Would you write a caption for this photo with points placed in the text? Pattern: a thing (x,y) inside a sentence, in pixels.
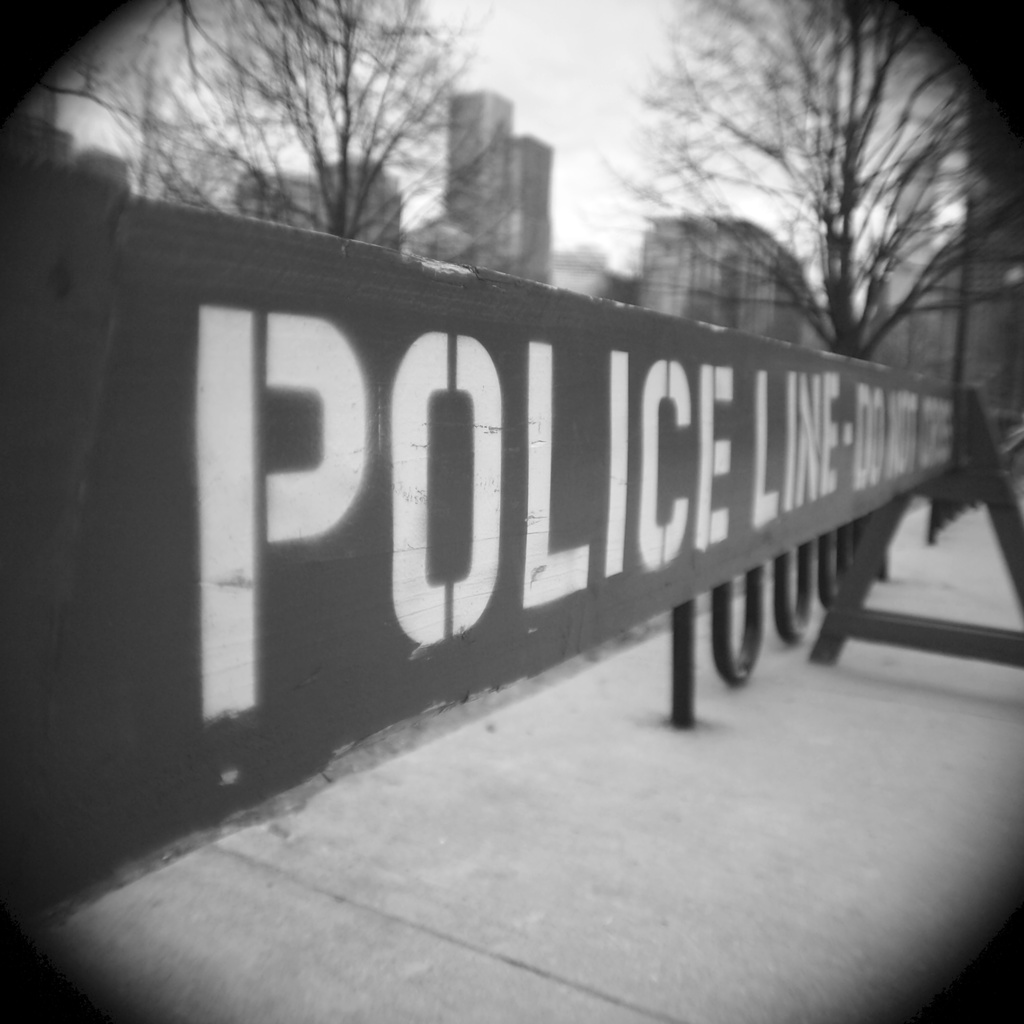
This is the police line (405,463), behind this there are trees (661,176) and buildings (536,148).
